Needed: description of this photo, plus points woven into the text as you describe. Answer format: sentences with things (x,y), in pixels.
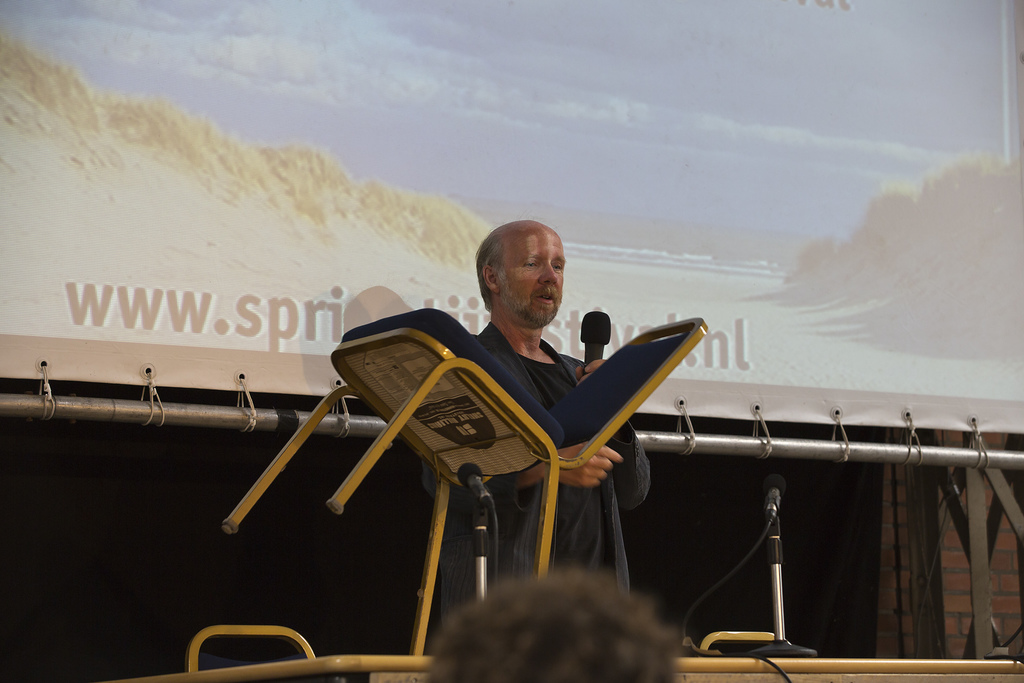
In the picture we can see a man (620,454) standing and holding a chair (516,453) and talking in the microphone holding it and behind him we can see a screen (899,177) with some picture (253,274) in it.
